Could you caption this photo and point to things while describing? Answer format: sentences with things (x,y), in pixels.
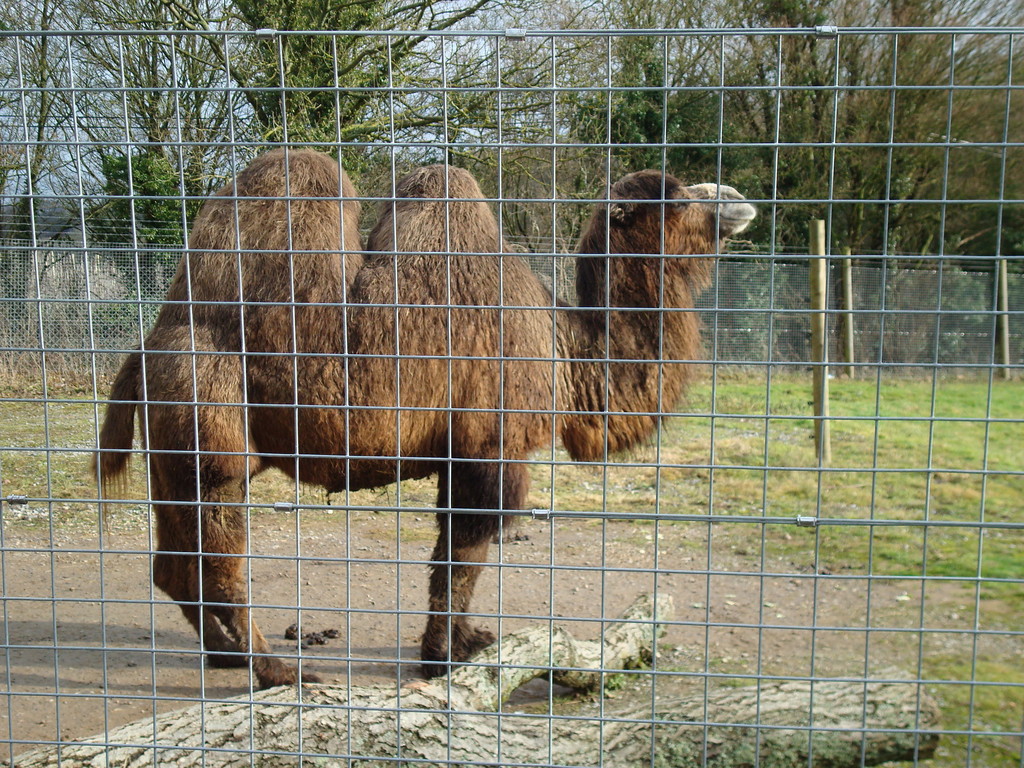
Backside of this mesh (927,517) we can see branch (583,730), animal (631,347), grass (860,448), trees (1020,156) and mesh fence (894,332).
